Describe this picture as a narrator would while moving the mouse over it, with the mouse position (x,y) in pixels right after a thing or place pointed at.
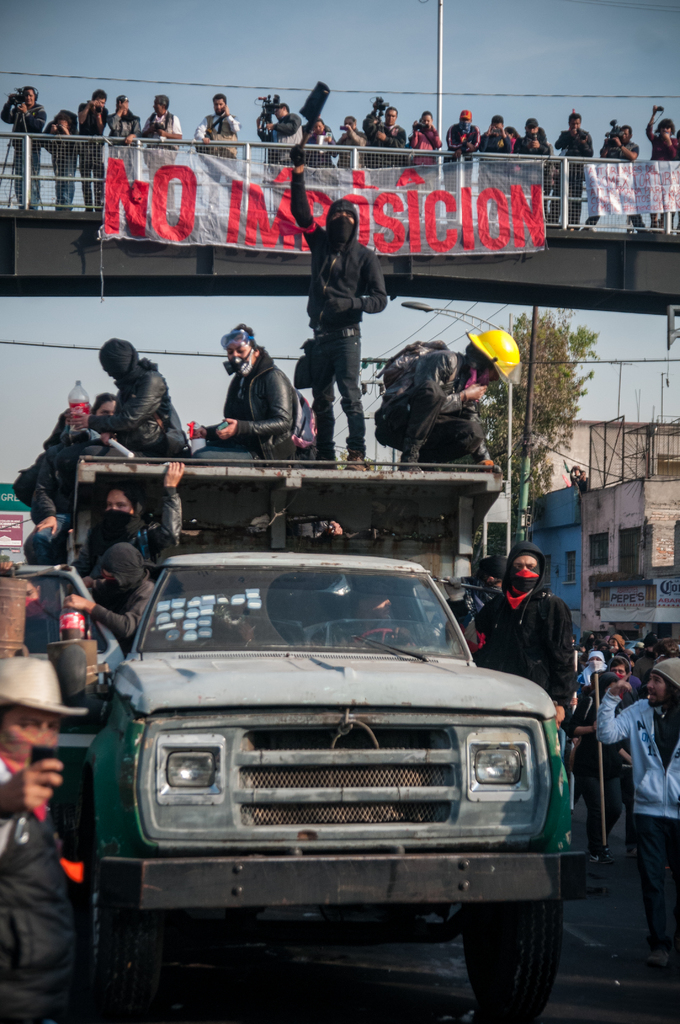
In the foreground (348,905) I can see a group of people (361,469) in a vehicle (298,636), crowd (31,736) on the road (254,1016) and boards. In the background (517,465) I can see buildings (607,521), trees (520,430), light poles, wires (307,357), poster (534,238), bridge (653,252), crowd (64,117), pole (440,31) and the sky (81,54). This image is taken may be on the road (167,1001).
